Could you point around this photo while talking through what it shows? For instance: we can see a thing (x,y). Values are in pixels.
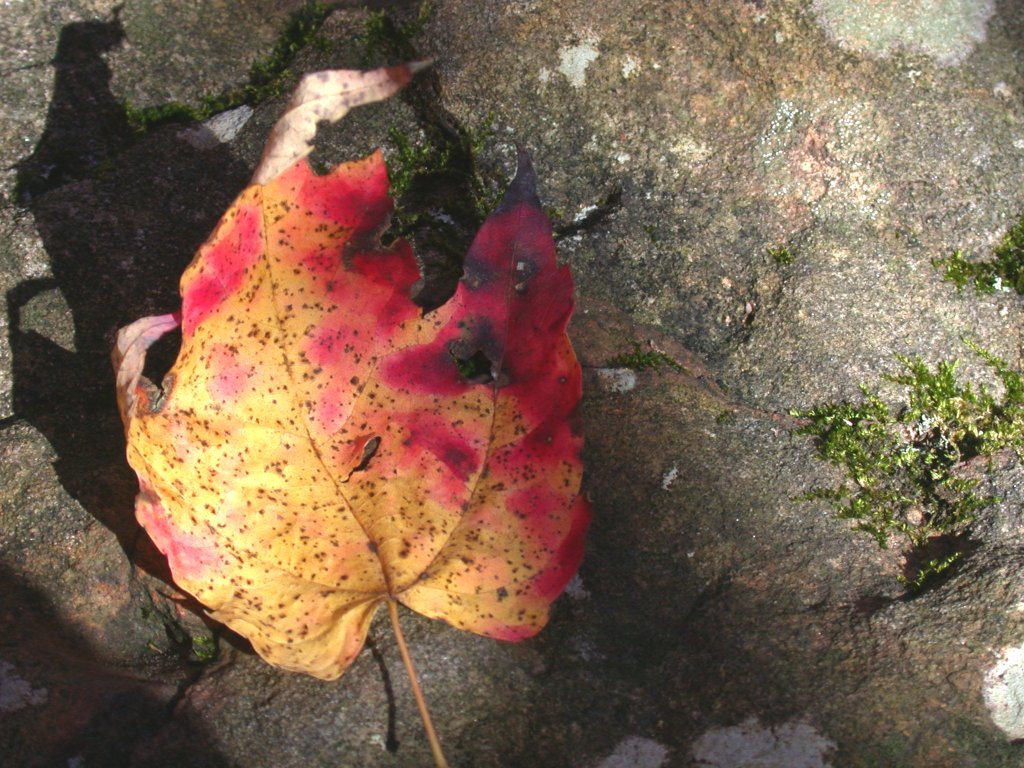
In this image we can see the leaf (374,381), grass (952,478) and in the background (784,222) we can see the rock (209,728).
